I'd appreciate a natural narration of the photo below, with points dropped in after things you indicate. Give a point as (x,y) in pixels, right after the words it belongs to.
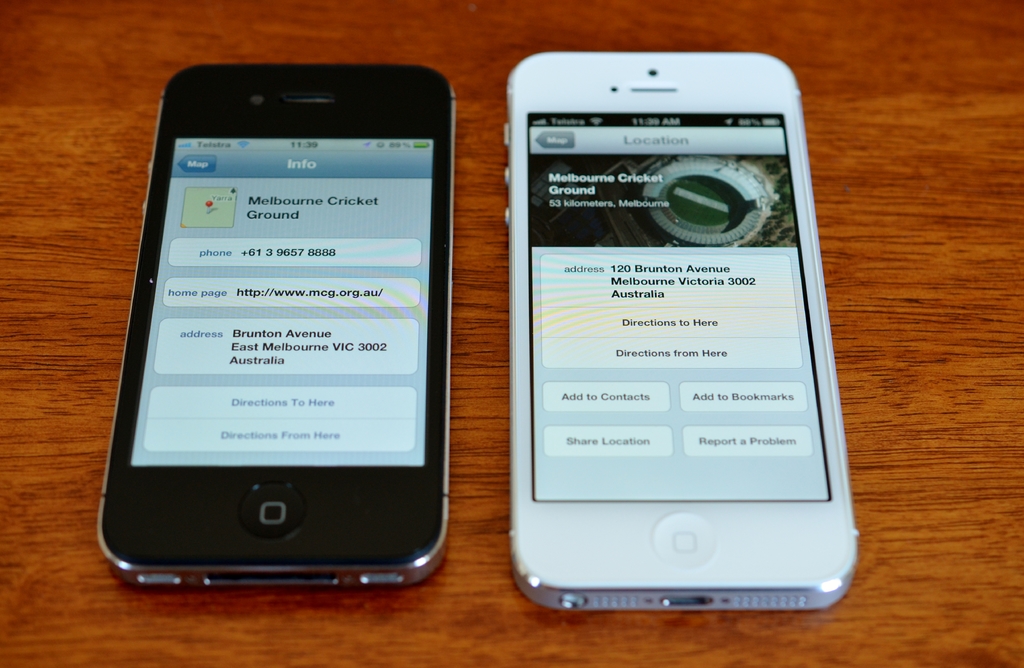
In the image we can see a table (1018,25), on the table (68,650) we can see two mobile phones (337,93).
